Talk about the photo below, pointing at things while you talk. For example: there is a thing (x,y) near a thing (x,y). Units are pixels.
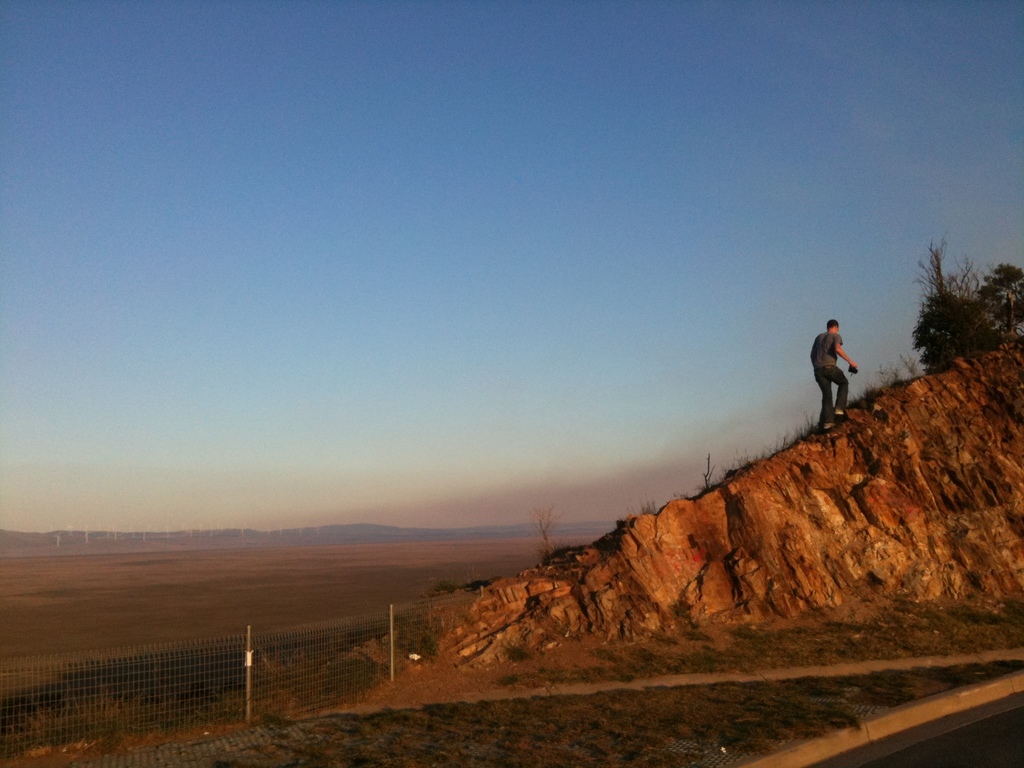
In this picture I can see there is a man (848,364) climbing the mountain (924,427) and there are plants (954,312) and there is a fence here and in the backdrop (206,613) there is a large open area (278,601) and the sky (859,370) is clear.
